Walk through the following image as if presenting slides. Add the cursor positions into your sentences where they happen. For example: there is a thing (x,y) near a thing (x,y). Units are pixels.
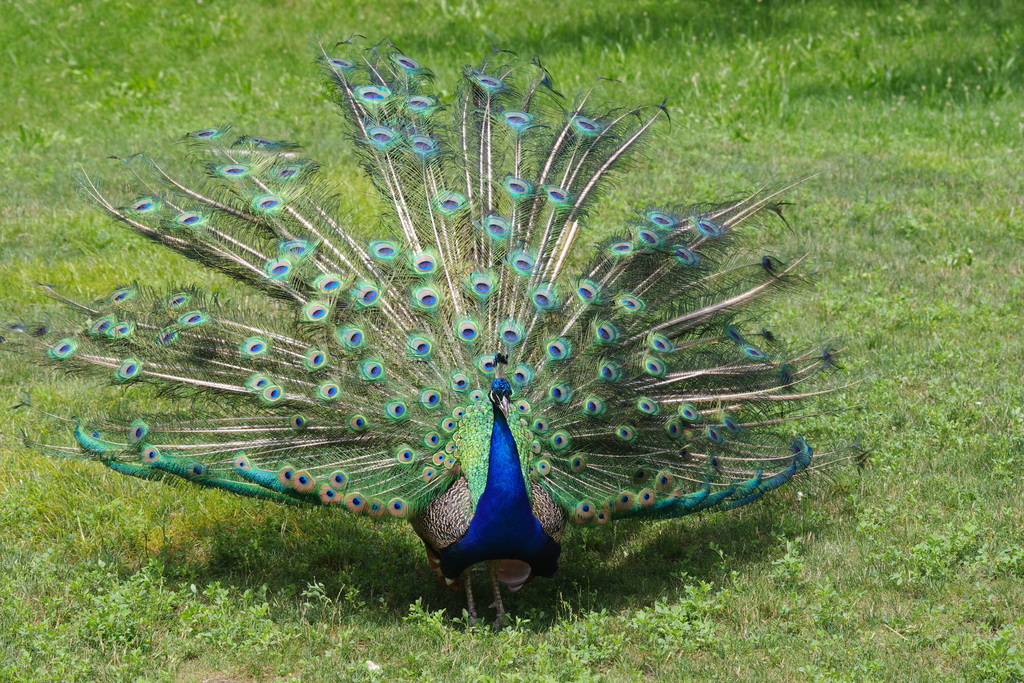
In this image, we can see a peacock (468,468). In the background (890,279), we can see grass (1012,343) and plants (971,322).
